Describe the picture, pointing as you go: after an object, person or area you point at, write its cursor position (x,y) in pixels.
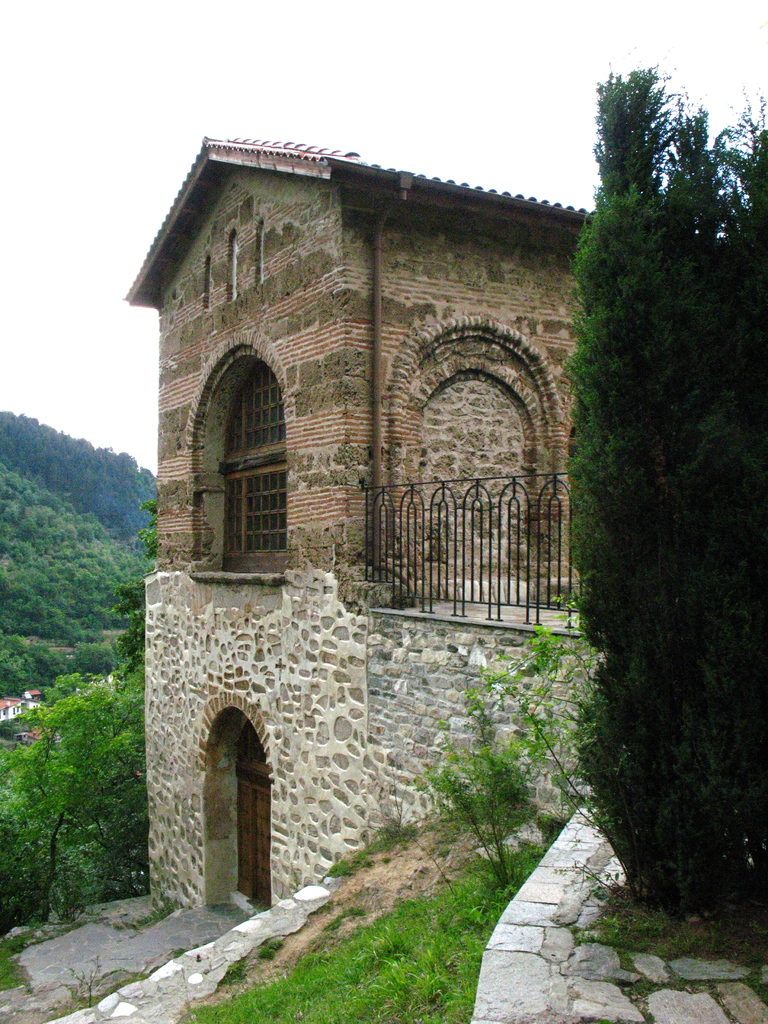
In front of the image there is grass (378,929) on the surface (439,914). There are plants (33,803), trees (33,803), buildings (249,555). At the top of the image (155,70) there is sky (166,16).
